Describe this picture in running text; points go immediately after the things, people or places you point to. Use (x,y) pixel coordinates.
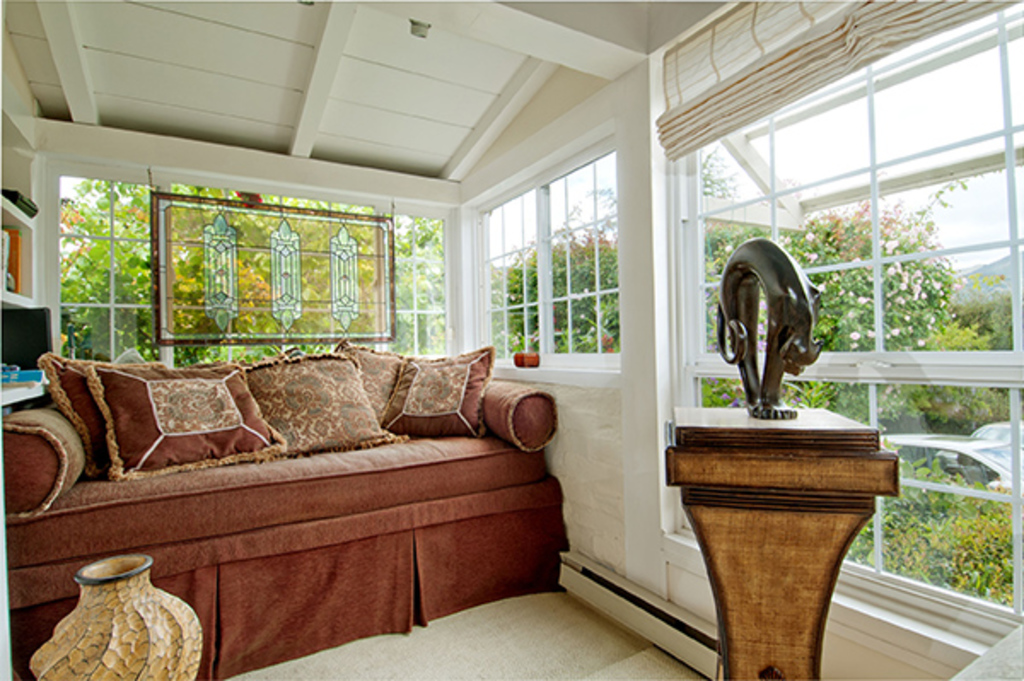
This picture shows an inner view of a house (457,340) we see a sofa bed (291,361) and few pillows (374,353) and we see trees (124,192) from the window (957,334).
